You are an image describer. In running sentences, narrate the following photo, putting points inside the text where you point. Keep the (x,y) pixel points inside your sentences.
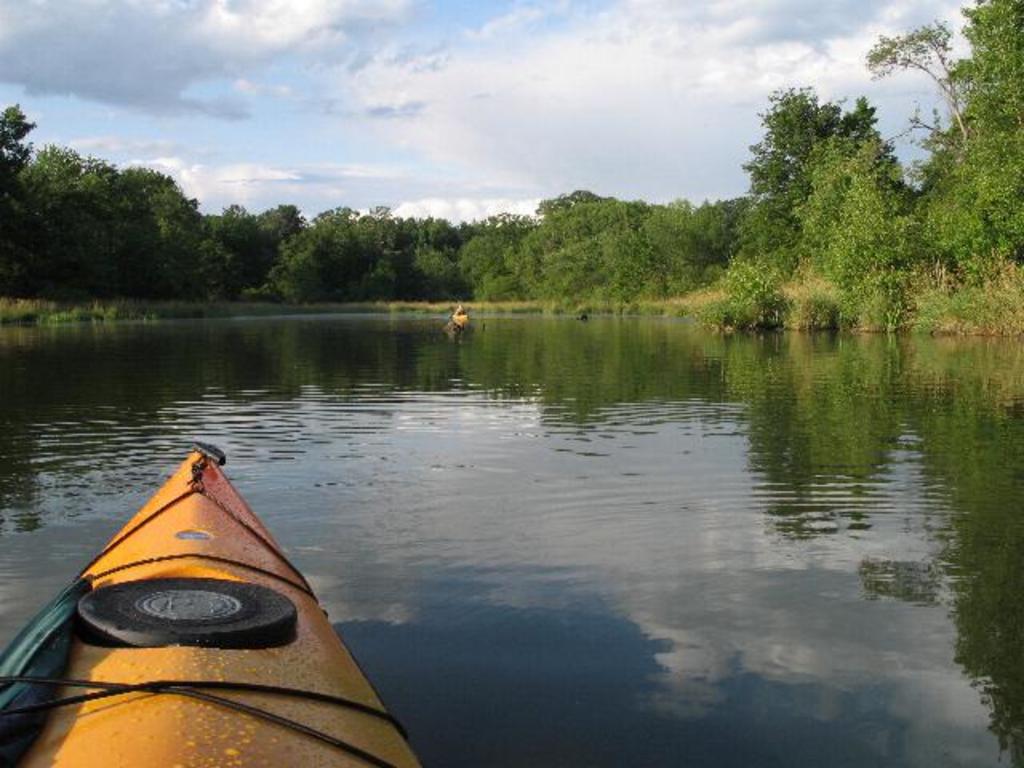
In this picture we can see there are two boats (191,557) on the water (296,566). In front of the boats (172,541) there are trees (559,237) and the cloudy sky (384,86).
